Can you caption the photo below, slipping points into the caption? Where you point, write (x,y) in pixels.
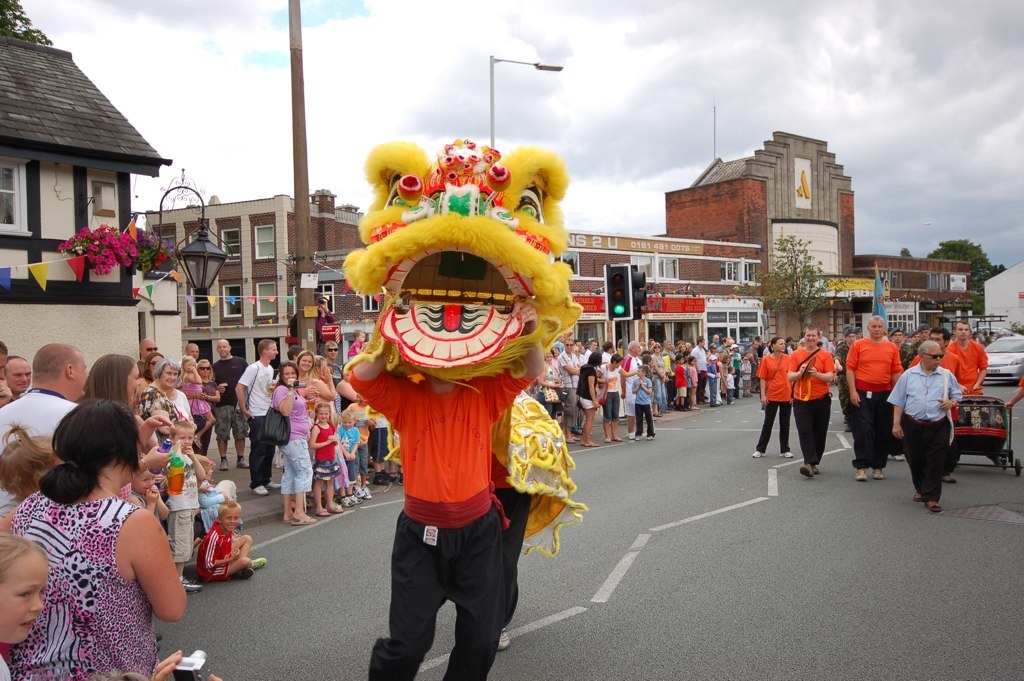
In this image I can see some people (474,392) on the road (581,466). On the left side (167,282) I can see the houses (146,282). In the background (619,102), I can see the clouds (629,73) in the sky (467,59).
